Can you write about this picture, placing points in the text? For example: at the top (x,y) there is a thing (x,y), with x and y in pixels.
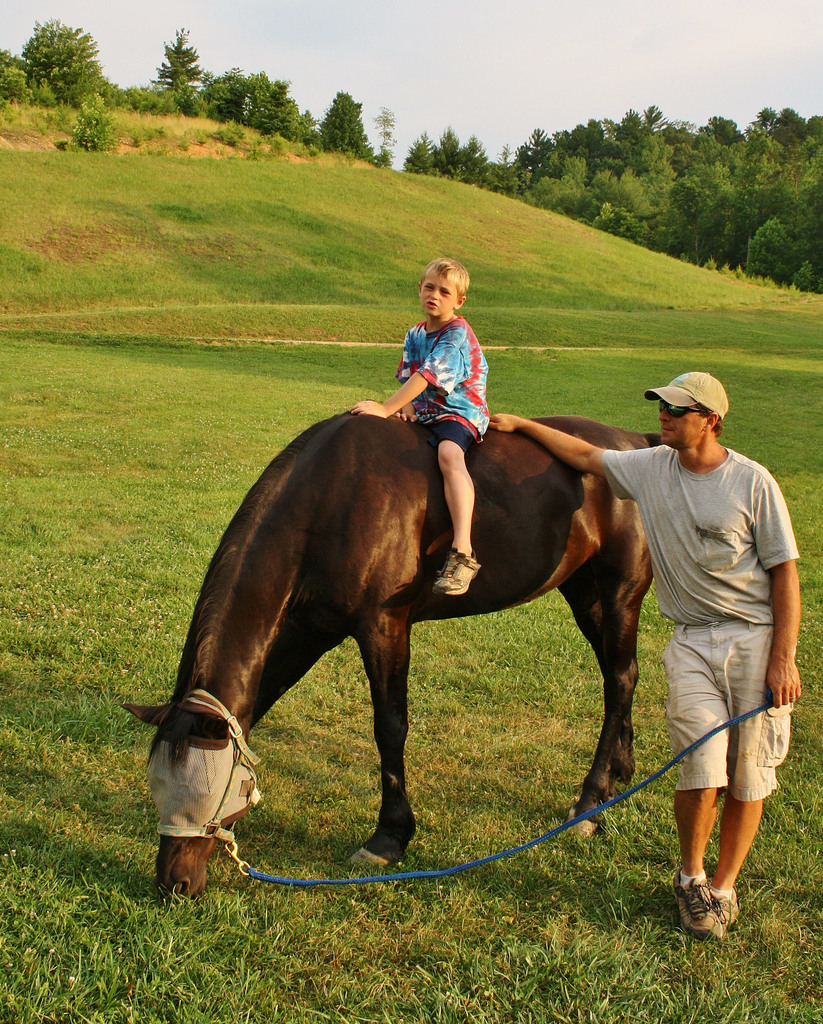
This person (660,582) standing and holding rope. This kid (457,519) sitting on the horse (430,510). This is grass (151,543). We can see trees (596,146) and sky (551,61). This person (704,413) wear cap (707,396) and glasses (673,412).
